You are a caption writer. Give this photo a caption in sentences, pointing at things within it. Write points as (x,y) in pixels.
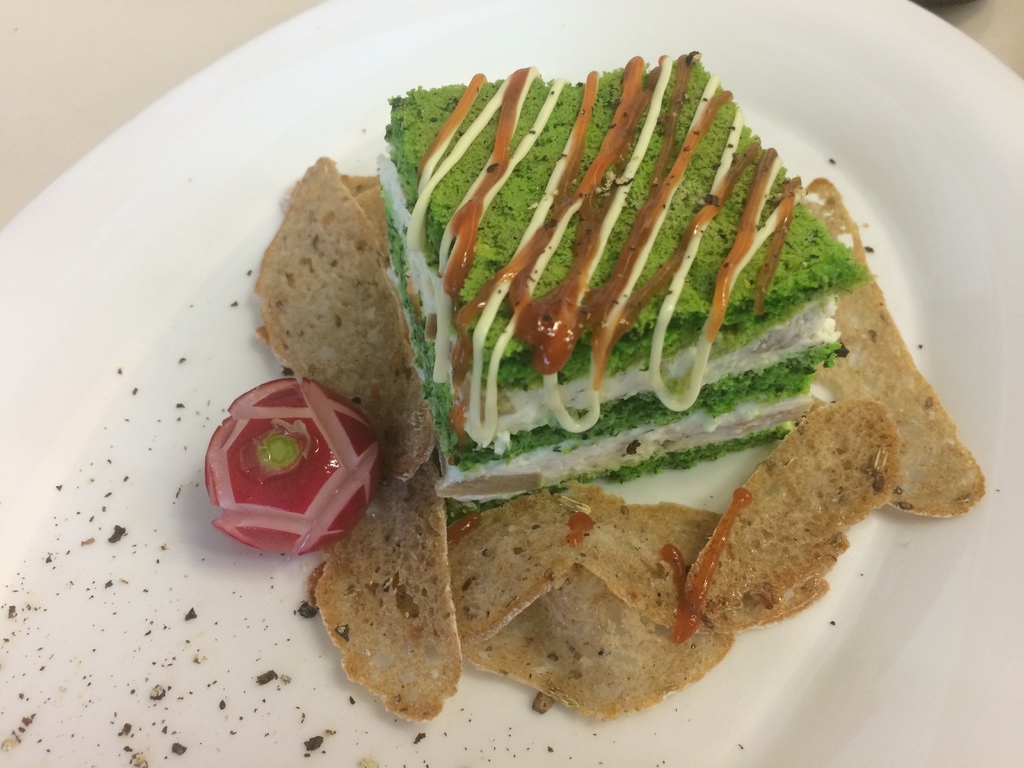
In this image there is food (550,330) on the plate (156,368). Plate (125,178) is kept on the white surface (127,106).
